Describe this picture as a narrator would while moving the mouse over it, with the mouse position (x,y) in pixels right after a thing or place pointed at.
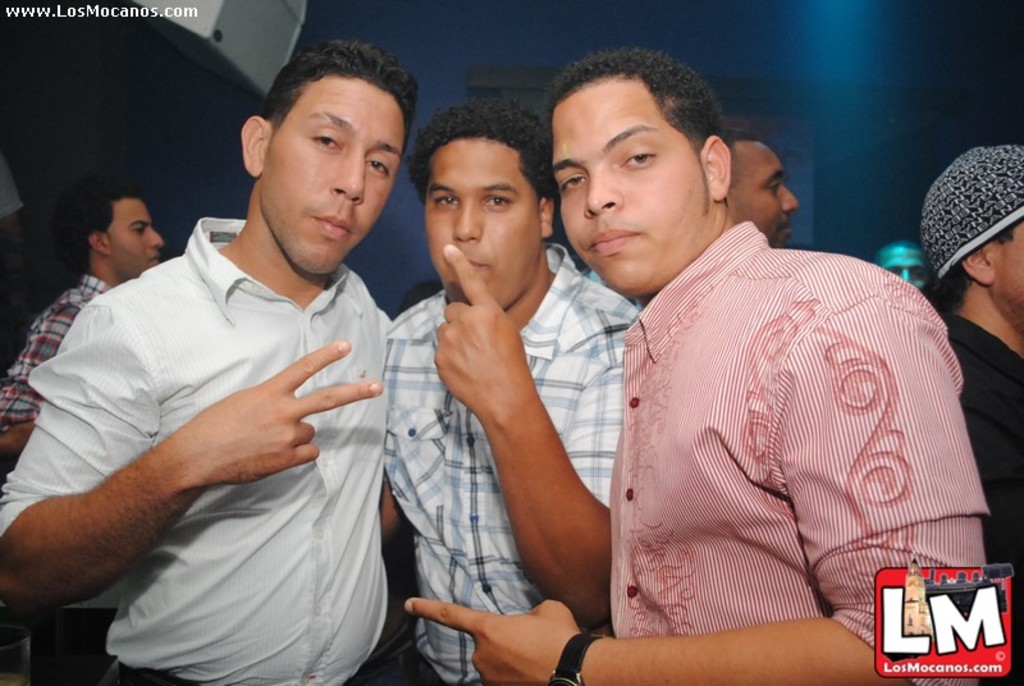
Here we can see three men (457,457) standing. In the background (535,107) we can see few persons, wall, screen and an object (195,32) on the left side (258,27) at the top (211,37).
